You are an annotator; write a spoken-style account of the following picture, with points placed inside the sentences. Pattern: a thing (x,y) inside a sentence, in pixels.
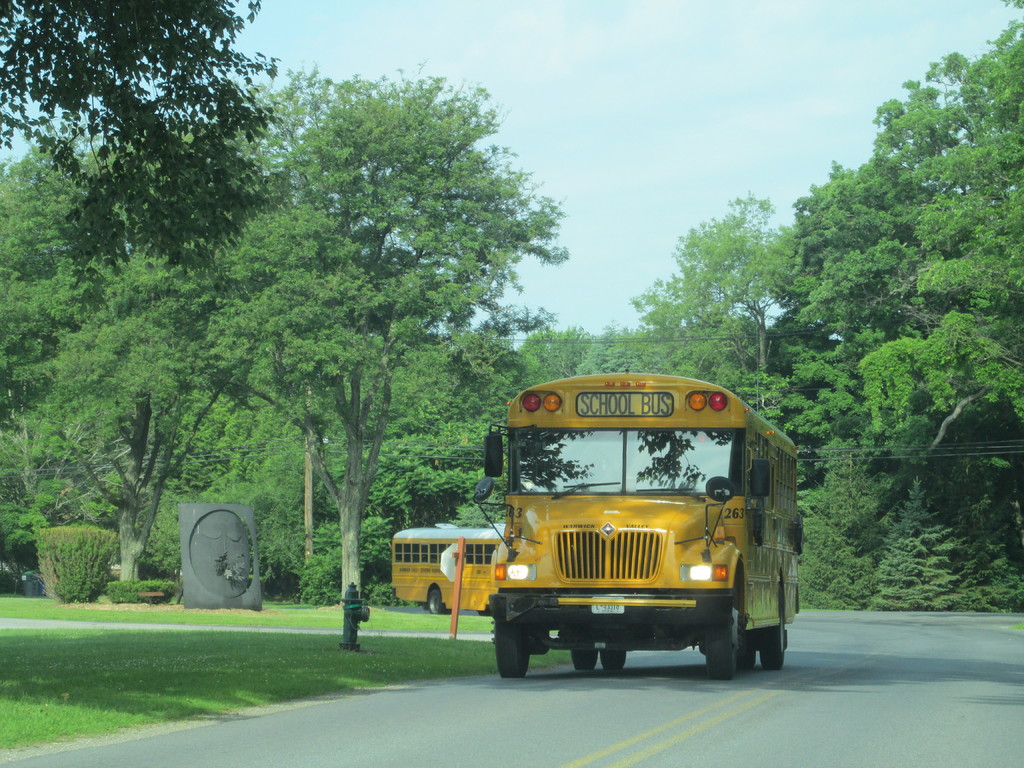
In this picture we can see buses (532,595) on the road (678,701), grass (371,640), hydrant (352,616), sculpture (248,594), poles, trees (295,528) and in the background (767,89) we can see the sky (653,122).
